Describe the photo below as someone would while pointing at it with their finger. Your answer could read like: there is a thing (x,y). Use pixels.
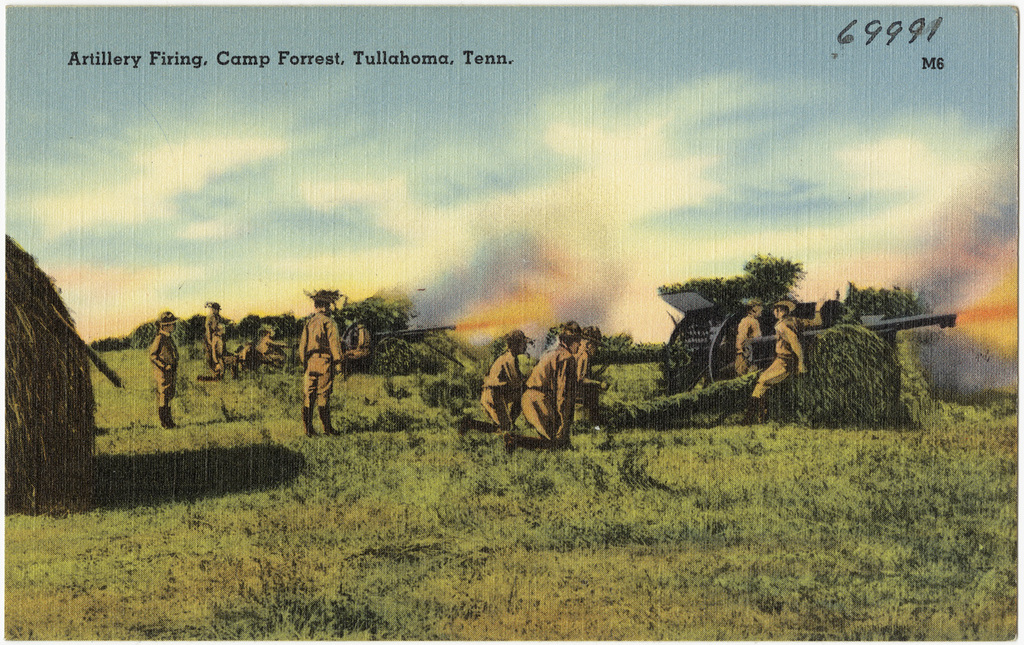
In this image I can see few persons (577,377) wearing uniforms (740,333) are standing. I can see weapons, Trees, Grass (527,551) and the sky (343,150) in the background (464,115).
